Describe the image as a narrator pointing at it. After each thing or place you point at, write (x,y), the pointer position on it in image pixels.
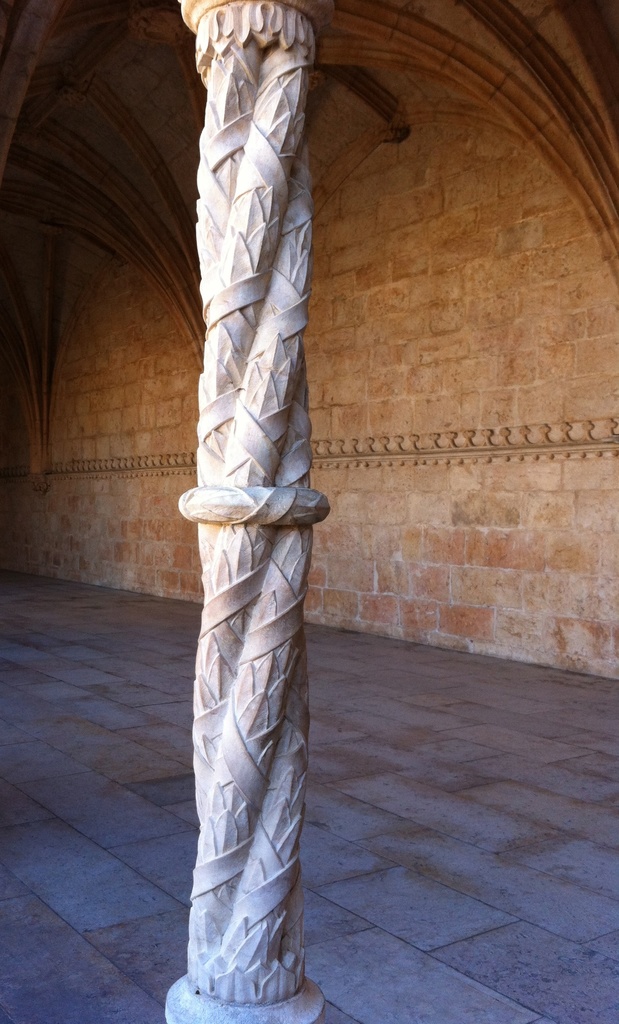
In this picture we can see a pillar (298,451) here, in the background (463,458) there is a wall (470,451).
